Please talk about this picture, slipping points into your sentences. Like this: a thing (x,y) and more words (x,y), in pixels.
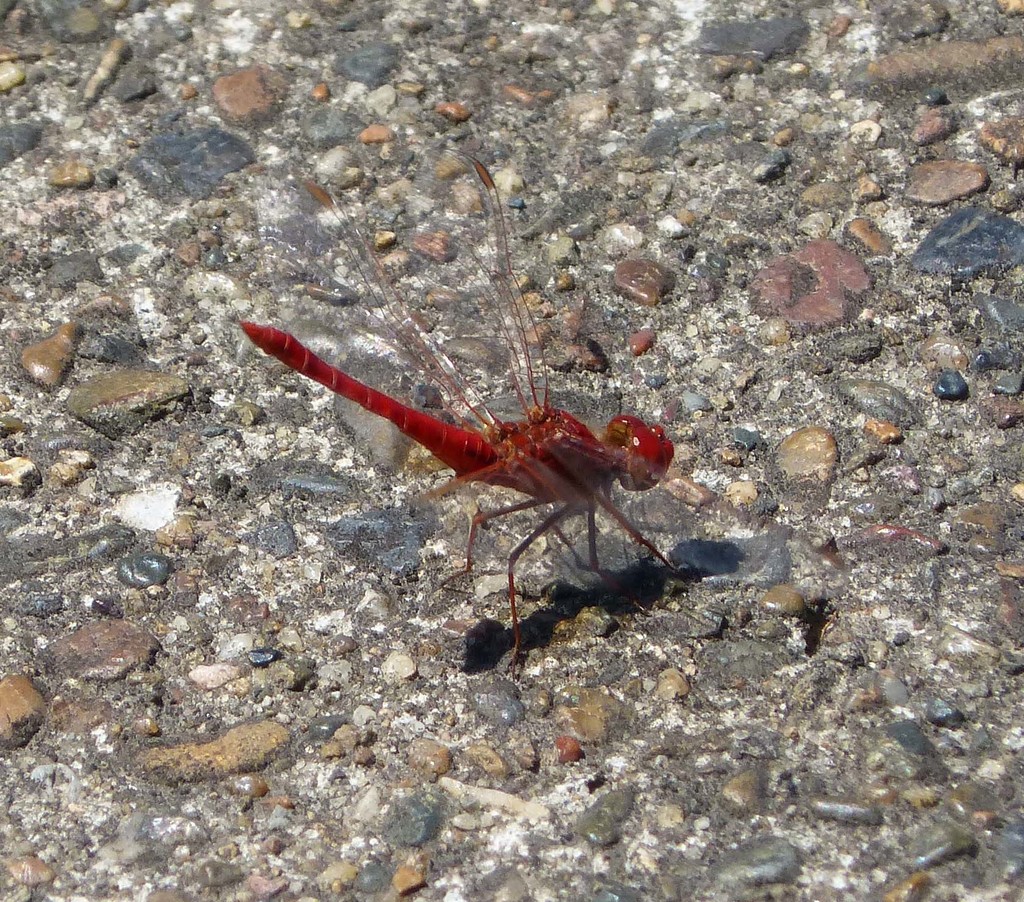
In this image I can see an insect (506,468) which is red in color on the ground (404,445).
